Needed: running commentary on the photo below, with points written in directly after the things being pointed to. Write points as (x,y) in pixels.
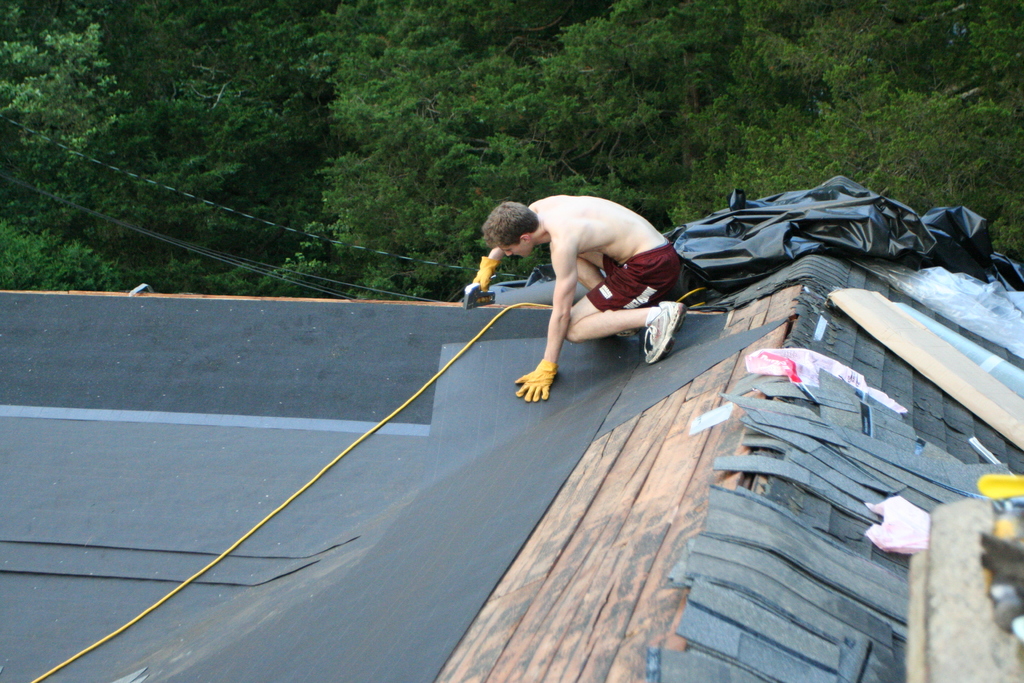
In this image there is a person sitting on the roof (465,567) of a building (520,449) and fitting something with help of drilling machine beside that there are so many trees (141,4).
